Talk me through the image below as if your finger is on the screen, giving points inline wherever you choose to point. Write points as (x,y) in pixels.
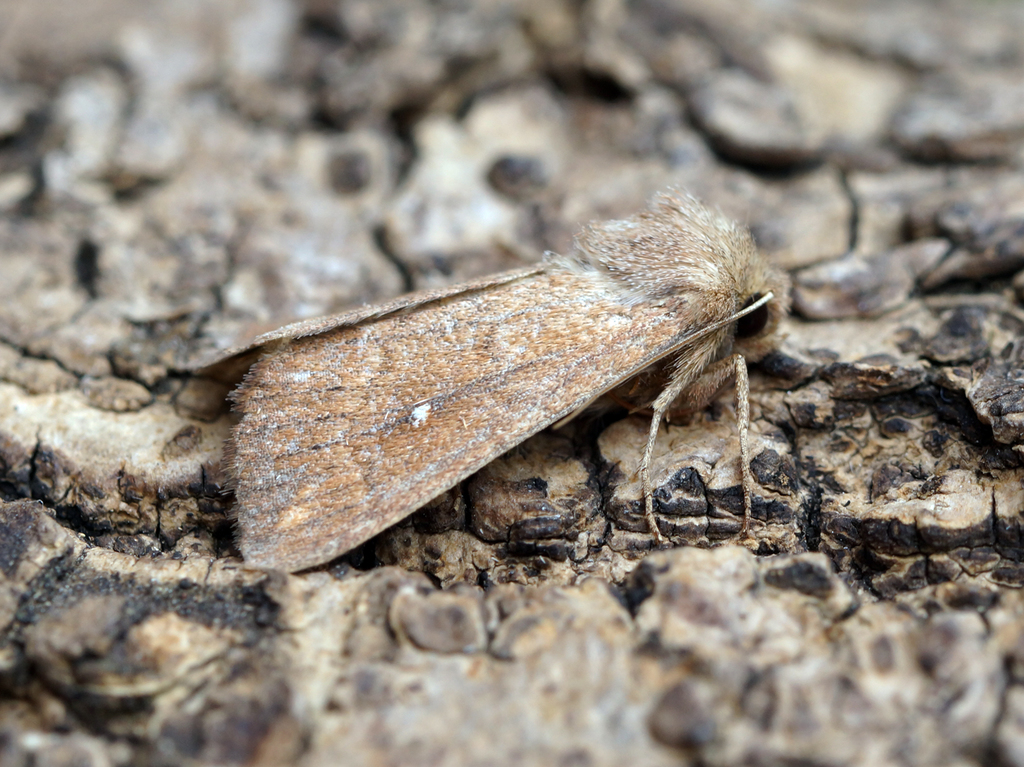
The picture consists of an insect (610,401) on the bark (366,629) of a tree (227,188).
